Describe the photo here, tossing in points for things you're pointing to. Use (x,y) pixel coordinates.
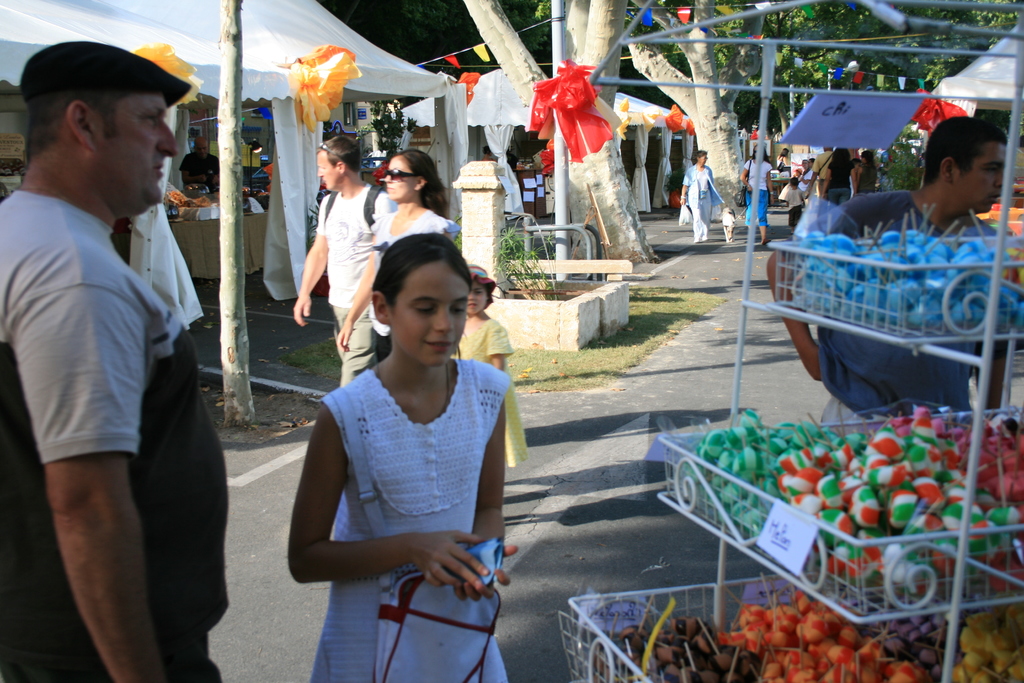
There are few persons (292,560) on the road (302,590) and this is grass (568,381). Here we can see lollipops (892,489) in mesh containers (856,483). There are trees (826,29), flags (878,85), board (839,124), and stalls (98,19).
